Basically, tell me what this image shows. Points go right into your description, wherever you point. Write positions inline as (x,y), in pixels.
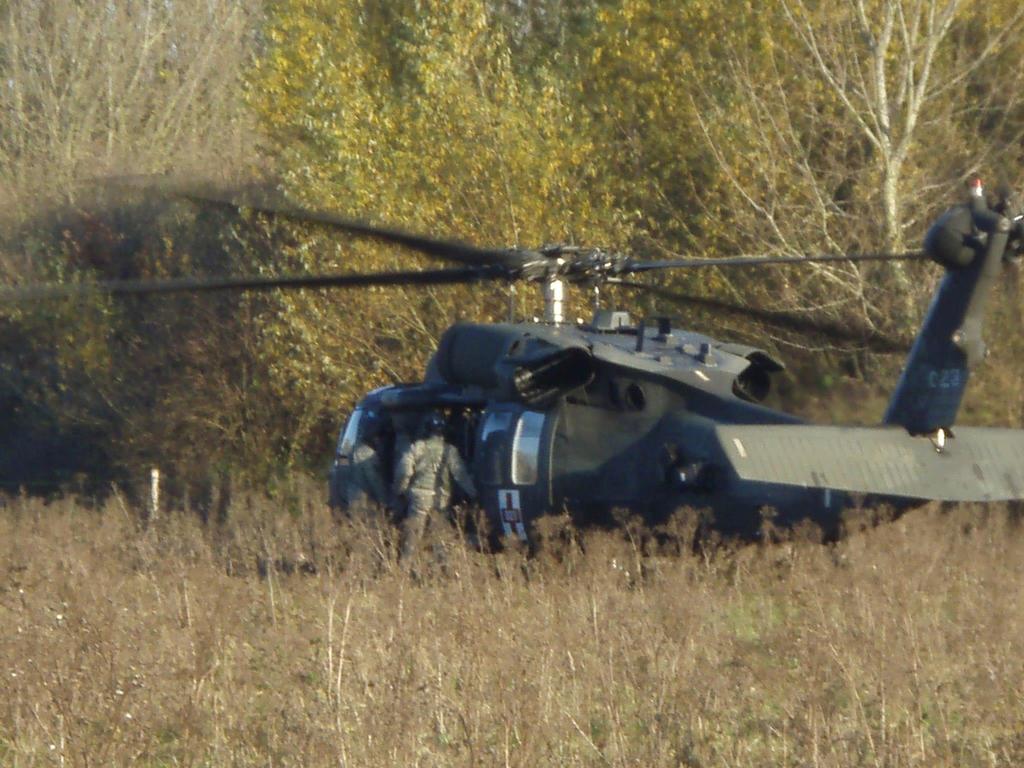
In this image I can see an aircraft (835,498) which is in blue color and I can also see two persons (351,472) and they are wearing military dresses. Background (655,3) I can see trees (676,43) in green color.
